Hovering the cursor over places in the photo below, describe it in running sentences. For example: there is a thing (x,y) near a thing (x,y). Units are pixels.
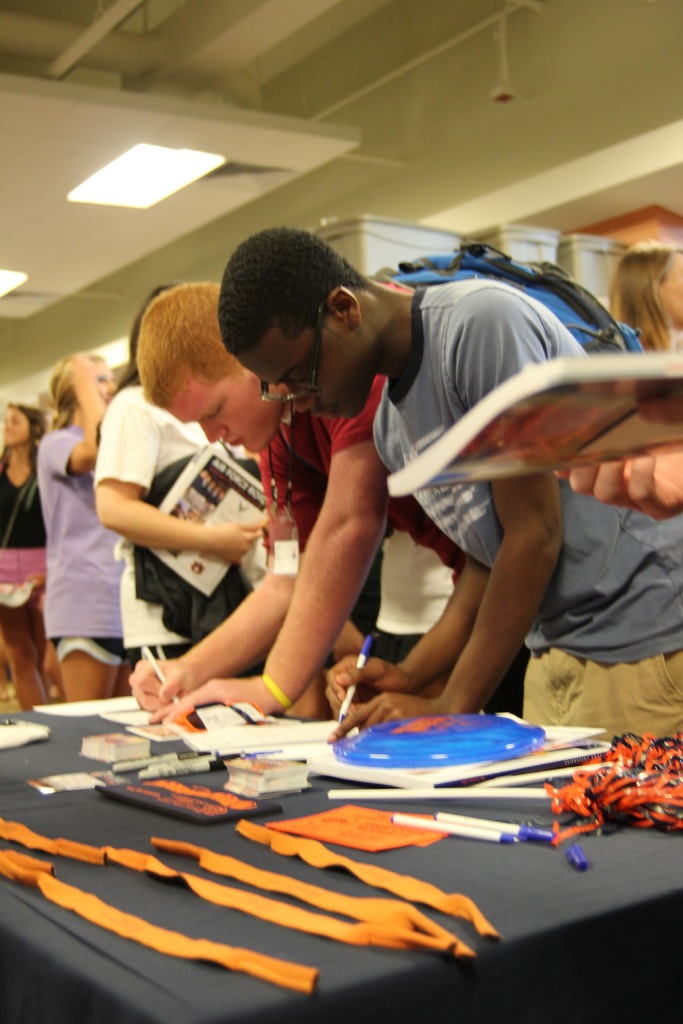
On this table (333,888) there are ribbons (458,941), pens (459,819), plate (429,766), book (437,778) and things (478,783). These two persons (337,561) are holding pen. A person (671,476) is holding a book (582,392). Far this persons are standing. This woman (182,641) is holding a book (210,487) and jacket (155,588). A light (183,159) is attached to the rooftop (19,151).
